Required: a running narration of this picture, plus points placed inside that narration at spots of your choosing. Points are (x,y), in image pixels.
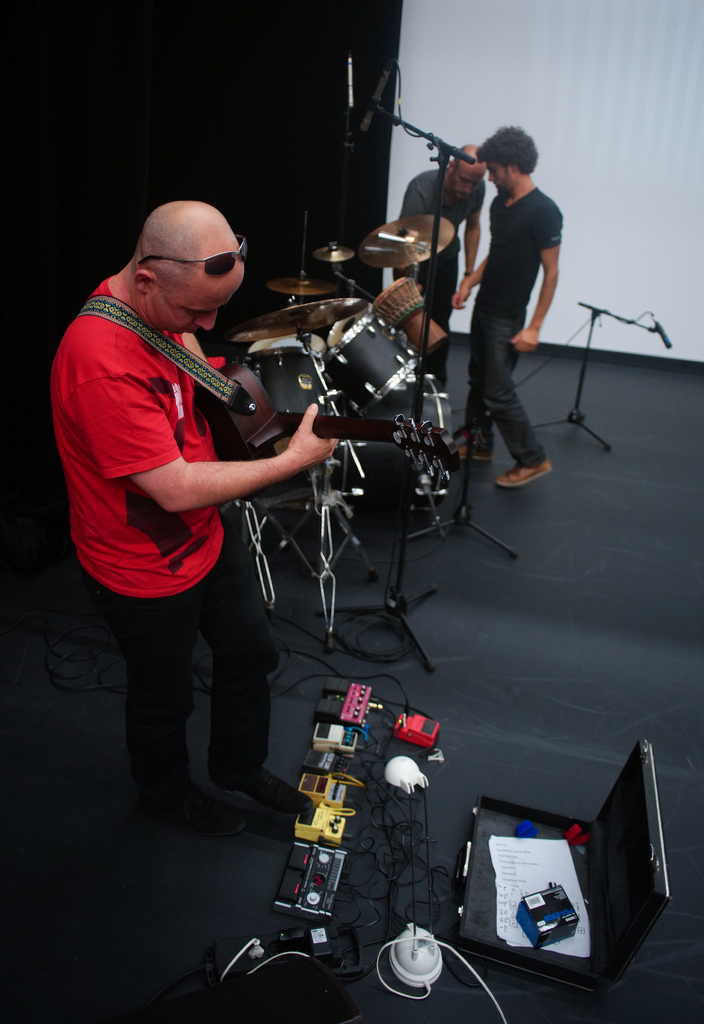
In this image I can see the black colored stage (611,605) and on the stage (584,631) I can see few digital equipment (349,694) which are red, white, yellow and black in color, a suitcase (627,846) with few objects (563,865) in it, few wires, few microphones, few musical instruments (376,263) and few persons (493,264) standing. I can see a person (175,428) wearing red and black colored dress (134,456) is standing and holding a musical instrument (254,410) in his hand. In the background (231,74) I can see the white and black colored surface (268,91).
